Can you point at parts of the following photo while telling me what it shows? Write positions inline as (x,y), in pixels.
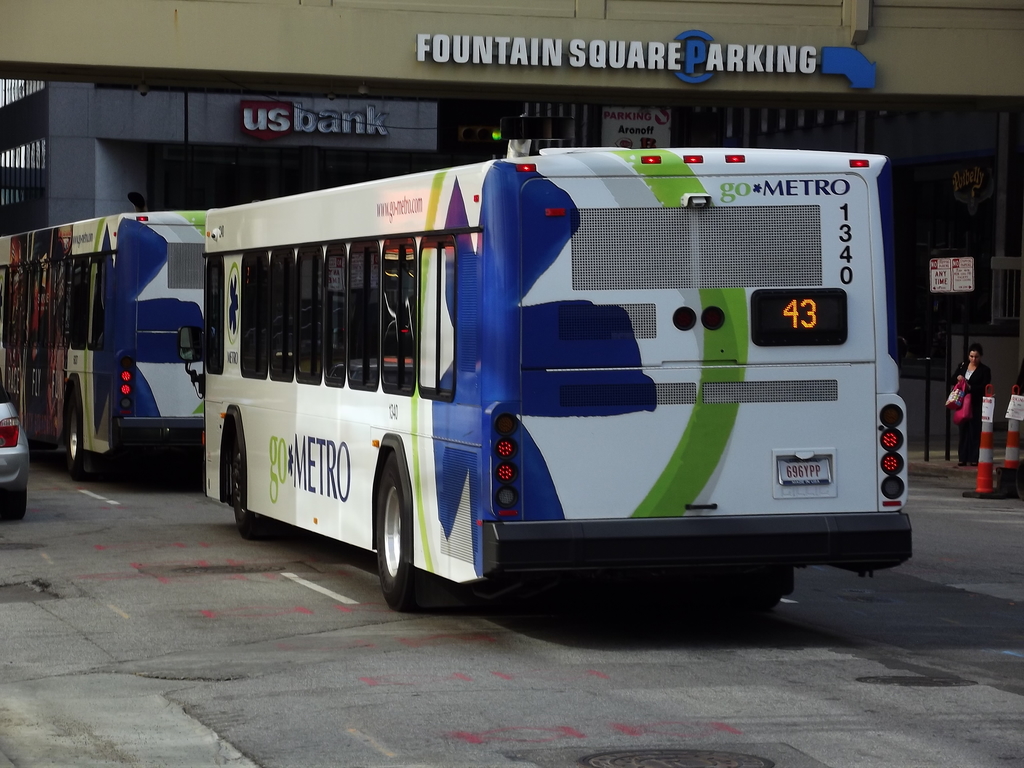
In this picture there are two buses (338,410) on the road (44,452) and there is fountain square parking (571,54) written above it and there is a vehicle (19,425) in the left corner (17,441) and there is a woman (977,389) standing in the right corner (972,355).
